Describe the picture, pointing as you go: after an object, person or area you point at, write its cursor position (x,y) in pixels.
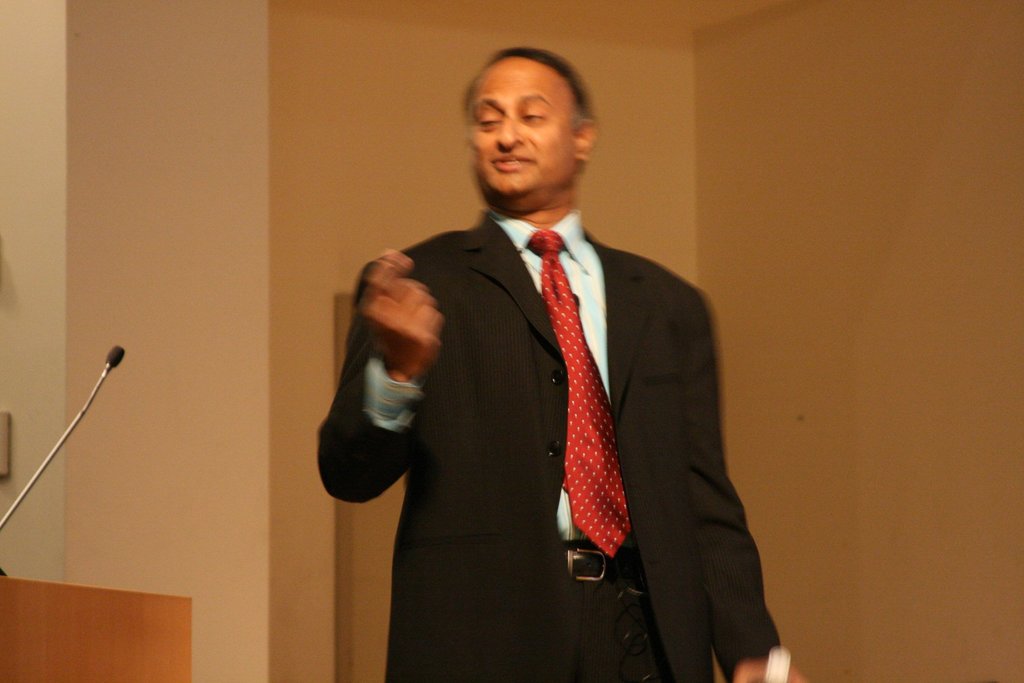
In this image we can see a man (438,432) standing. On the left side (40,472) there is a mic (68,432) and podium (89,638). In the back (352,167) there is a wall (784,208).
